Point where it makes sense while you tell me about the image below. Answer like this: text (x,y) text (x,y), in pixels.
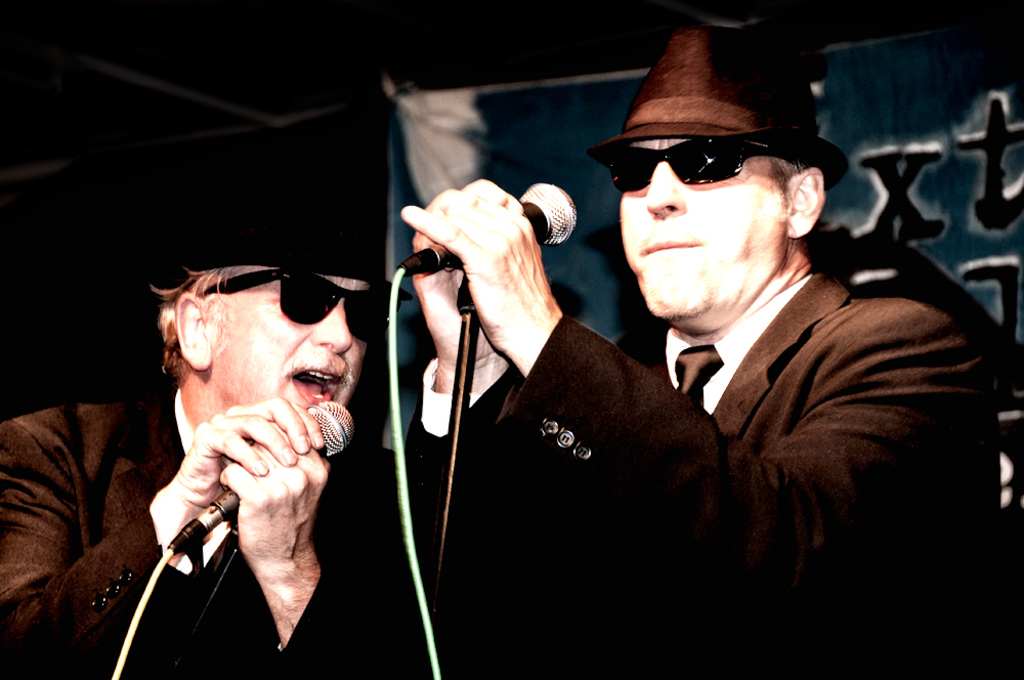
In the image there are two men (536,458) they are holding mics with their hands (302,421), the first person (266,452) is singing and both of them are wearing goggles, in the background (585,220) there is a banner (615,306).
